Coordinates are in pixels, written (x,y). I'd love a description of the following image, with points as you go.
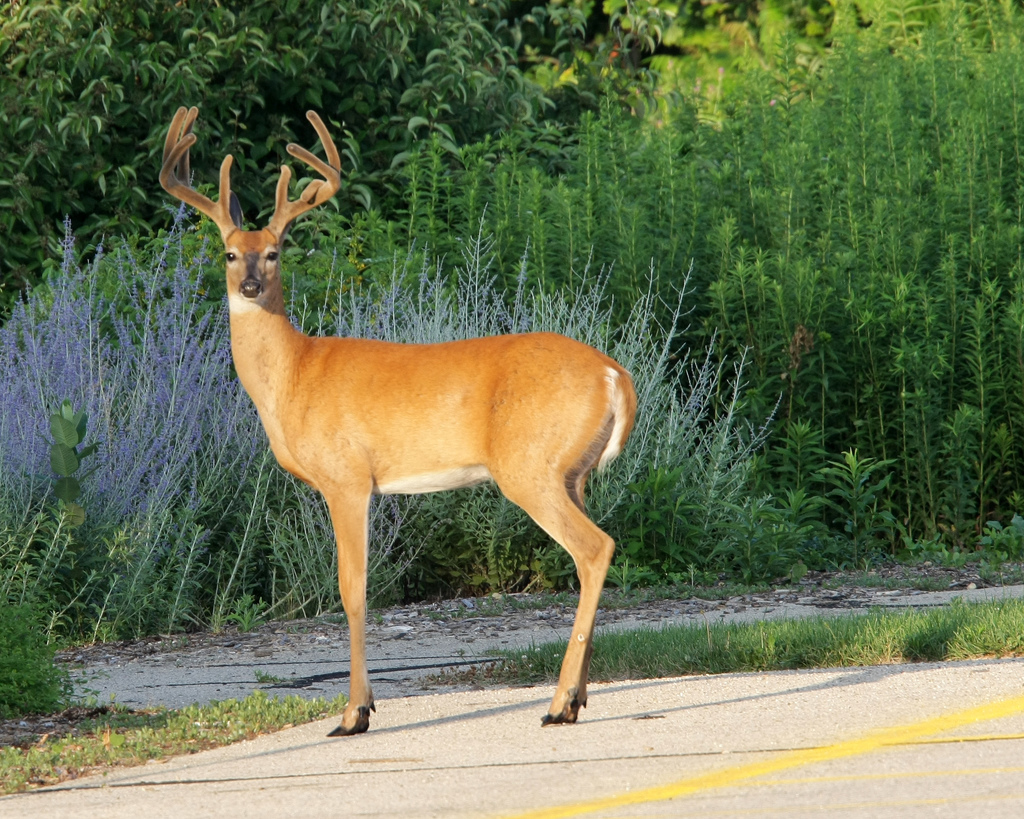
In this image we can see deer (457,421). In the back (821,210) there are plants (808,188) and trees (251,96). And there's grass (668,651) on the ground (744,646).
